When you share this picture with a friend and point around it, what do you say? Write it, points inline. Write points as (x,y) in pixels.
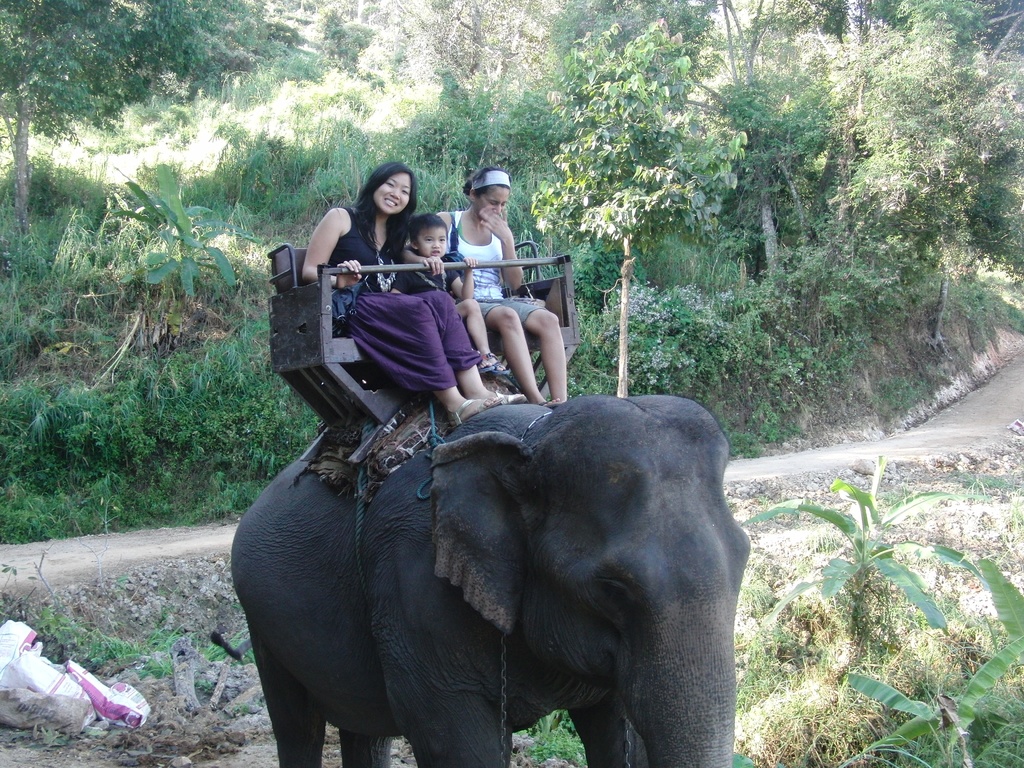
In this picture there are two women (498,316) and a child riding on a elephant (407,606).
